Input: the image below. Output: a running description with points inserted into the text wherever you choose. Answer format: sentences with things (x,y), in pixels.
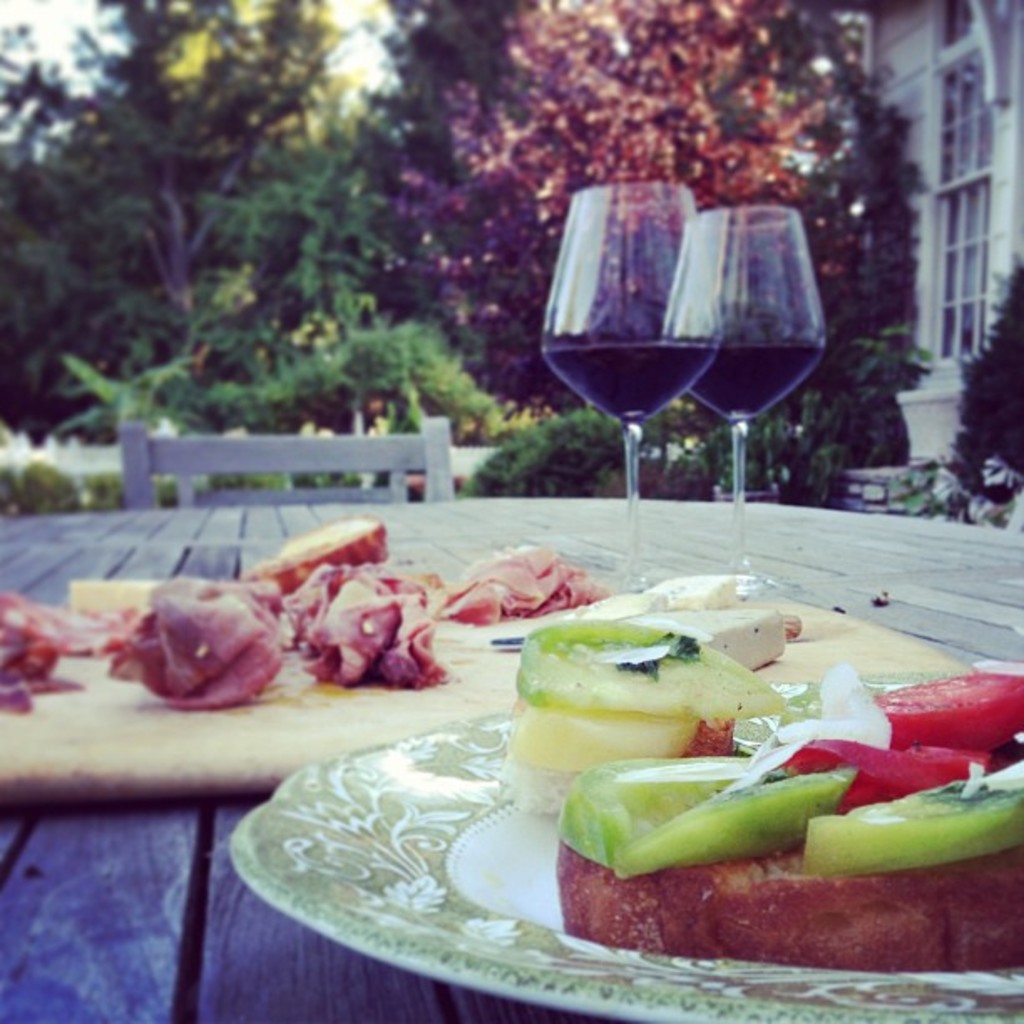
In this image in front (941,790) there are two items (531,801) on a plate (441,831) and we can see two glasses (646,335) which were placed on the table (234,527). Behind the table (236,539) there is a chair (242,494). In the background (516,428) there are trees (634,173) and buildings (959,231).
